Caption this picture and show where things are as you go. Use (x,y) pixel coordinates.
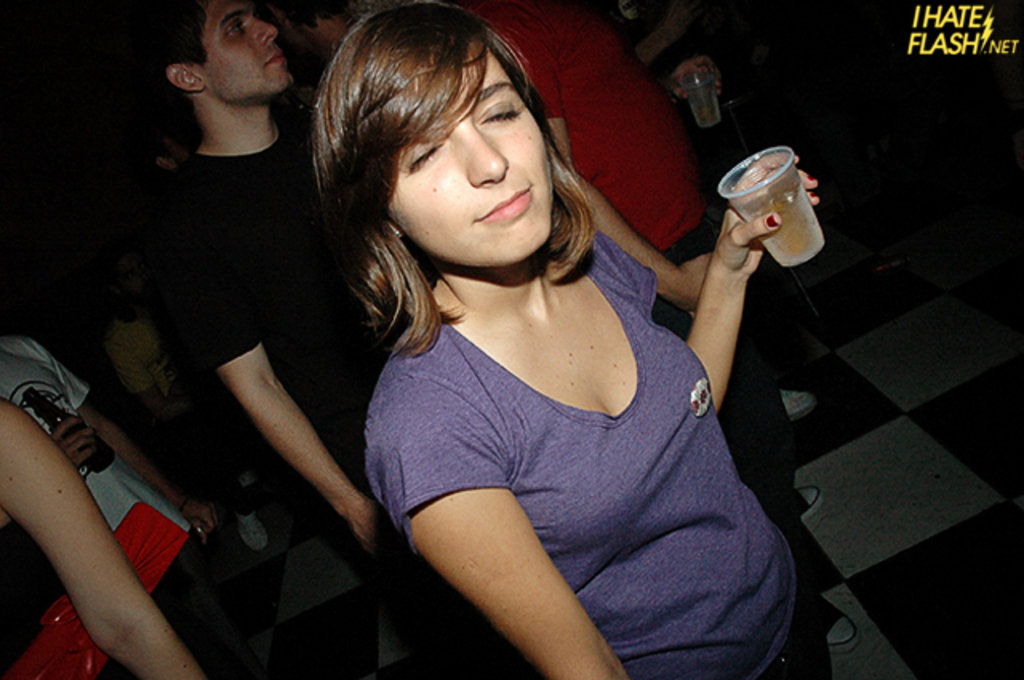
In this image I can see people (413,290) among them this woman (623,399) is holding a glass (759,211). This image is little bit dark. Here I can see a watermark (963,15).
